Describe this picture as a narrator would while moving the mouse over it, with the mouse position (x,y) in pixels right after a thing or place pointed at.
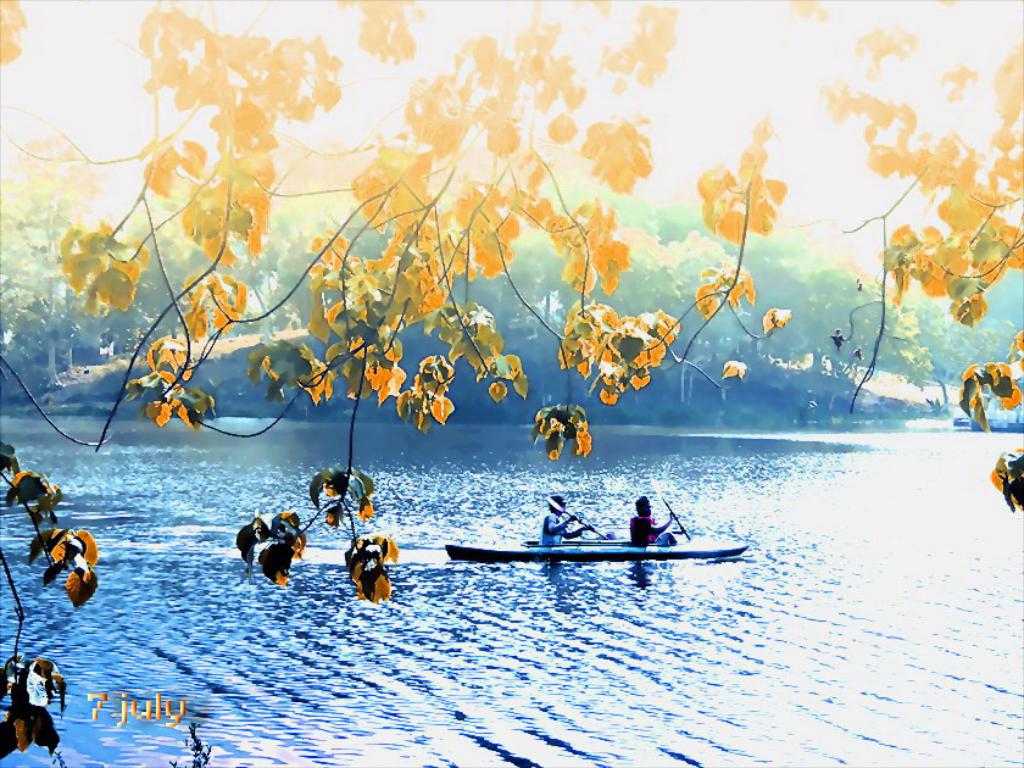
It is an edited image there is a boat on the water surface (551,492) and there are two people (646,520) riding the boat (580,542), in the front (912,232) there are branches (928,258) of the tree (554,243), in the background (264,295) there are some trees (43,305).
